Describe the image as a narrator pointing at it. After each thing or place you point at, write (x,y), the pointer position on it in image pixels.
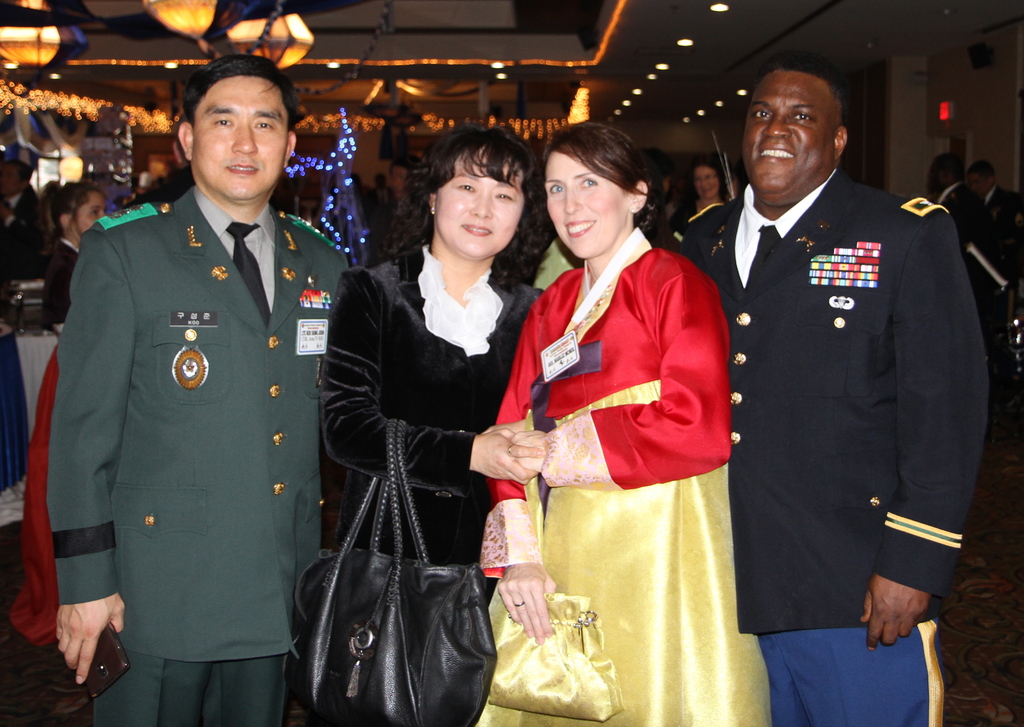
There are persons (627,239) in different color dresses (876,217), smiling and standing. Two of them are holding handbags (598,661). In the background (51,230), there are other persons (51,213), there are lights (164,15) attached to the roof (117,45) and there are objects (57,129). And the background (901,66) is dark in color.
